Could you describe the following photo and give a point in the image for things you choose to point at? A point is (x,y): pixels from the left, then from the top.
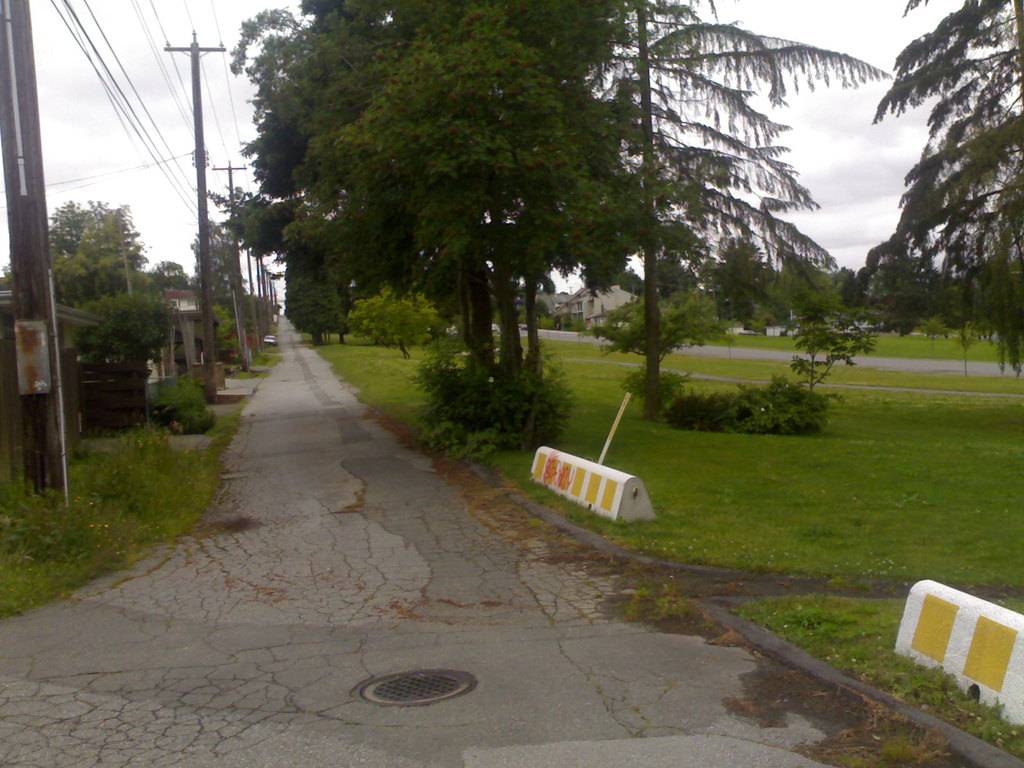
There is a walkway (282,513). There are electric poles (216,49) and wires (177,170) at the left (139,120). There are trees (666,298) and buildings (567,316) on the either sides of the walkway (384,732).
